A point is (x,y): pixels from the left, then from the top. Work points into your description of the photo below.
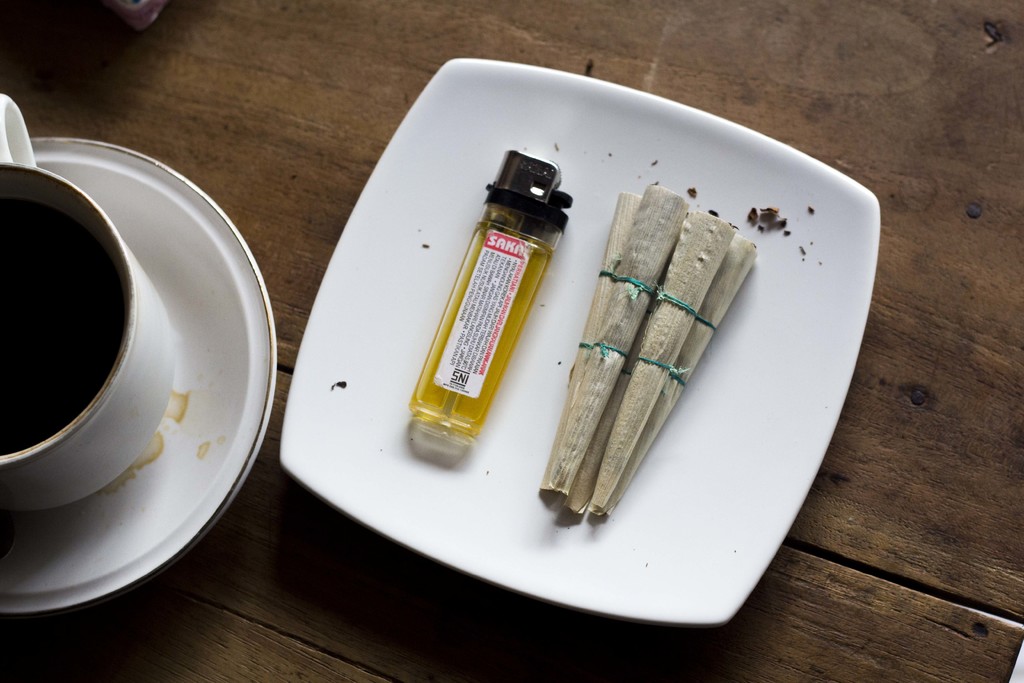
In this image I can see a lighter (449,326) and few cigars (588,358) in the plate (703,432) and the plate (666,496) is in white color. I can also see a cup (45,353) and I can see these objects (370,323) on the table (250,95) and the table (242,67) is in brown color.
